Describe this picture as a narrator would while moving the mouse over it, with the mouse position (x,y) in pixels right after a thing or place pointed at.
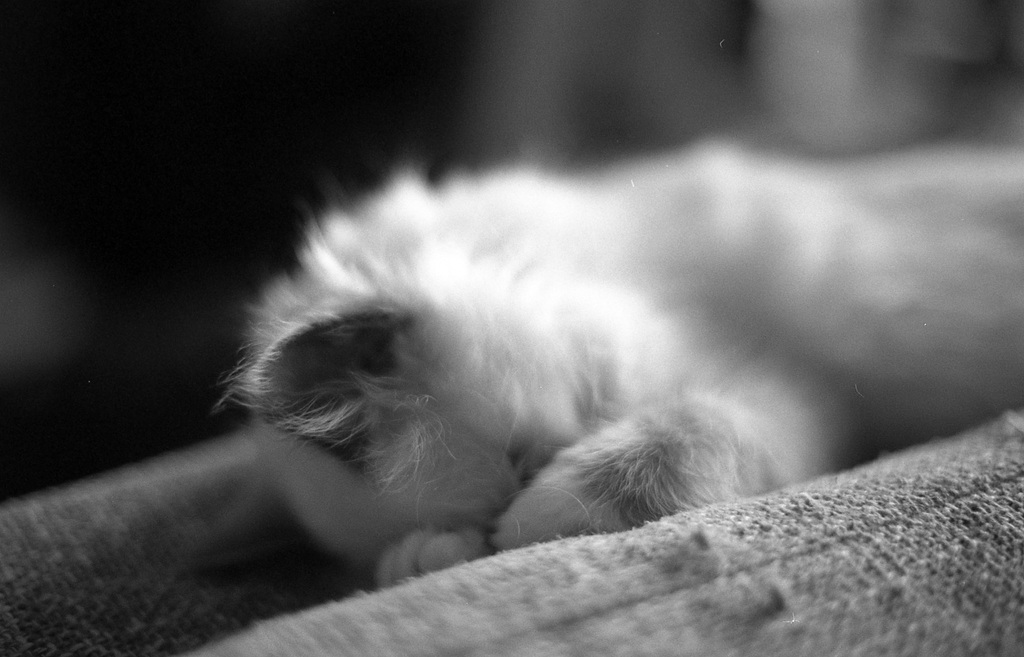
It is the black and white image in which there is an animal (600,333) sleeping on the bed (257,552).
